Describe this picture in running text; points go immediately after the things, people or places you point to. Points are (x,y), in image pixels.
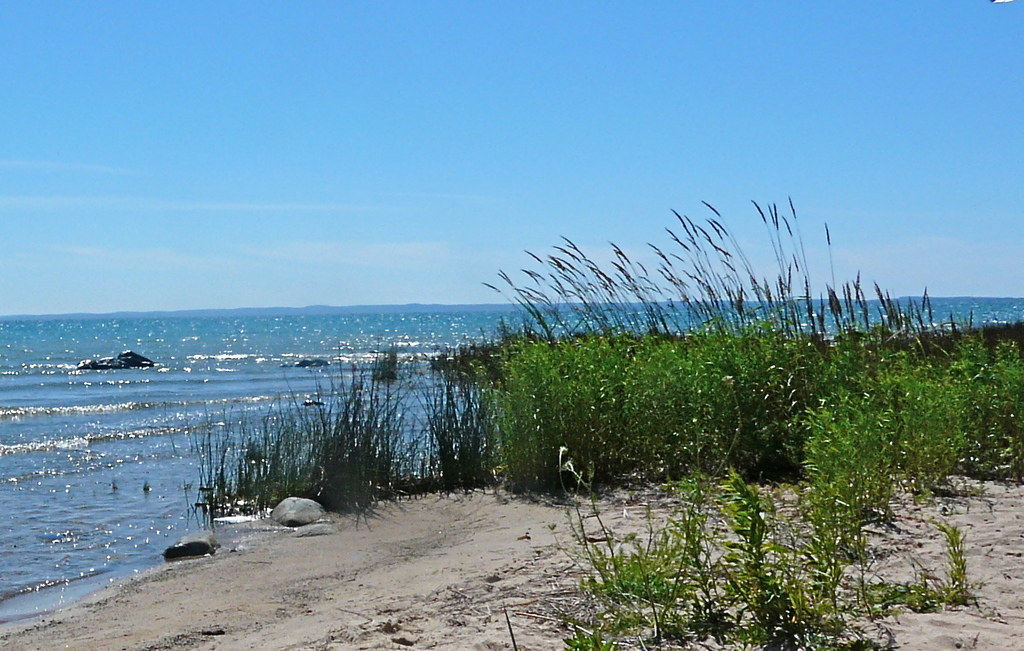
In this image at the bottom (327,477) there are some plants (877,504) and sand (249,543), in the background (589,317) there is a beach (180,334). On the top of the image (493,151) there is sky (865,143).
